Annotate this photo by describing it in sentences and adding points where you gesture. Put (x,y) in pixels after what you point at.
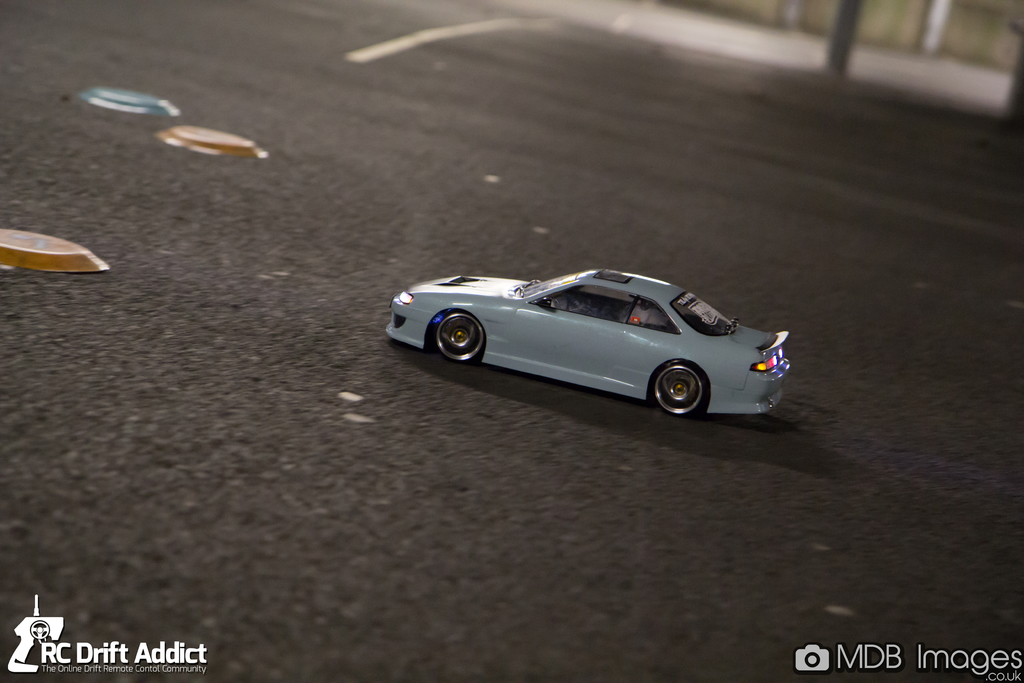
A car (564,345) is moving on the road (508,370). It is in pale blue-grey color.
